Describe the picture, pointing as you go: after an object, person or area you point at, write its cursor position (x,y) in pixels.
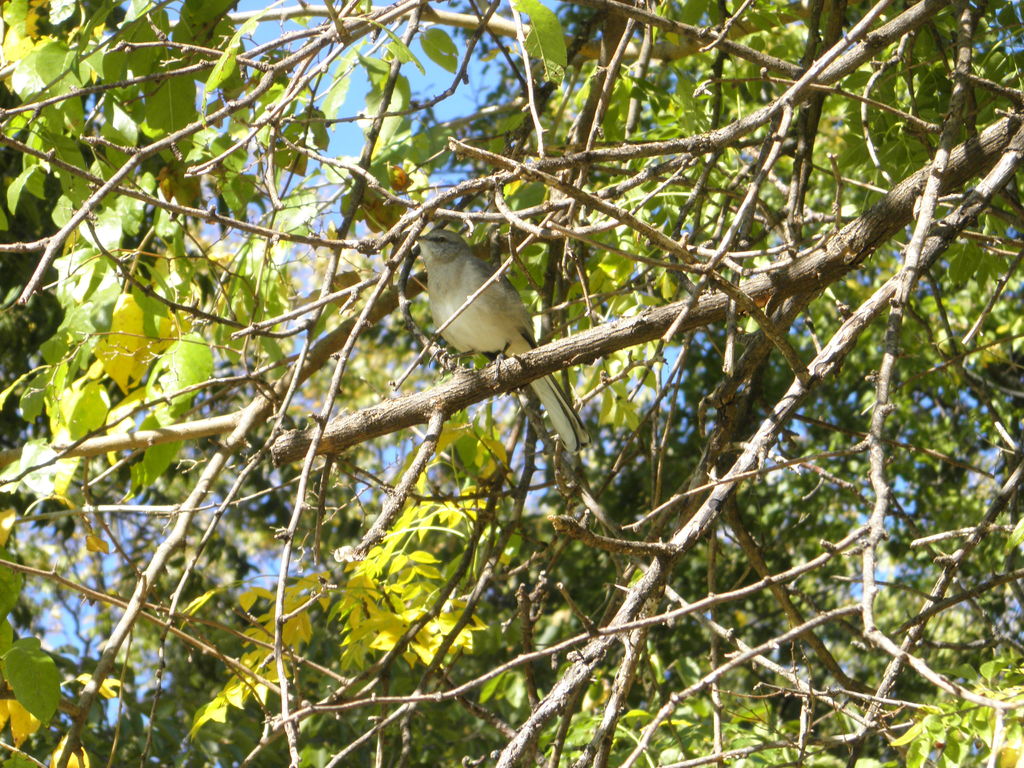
In the background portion of the picture the sky (354,75) is visible. In this picture we can see leaves (68,61) and branches (574,266). We can see a bird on a branch (488,397).
